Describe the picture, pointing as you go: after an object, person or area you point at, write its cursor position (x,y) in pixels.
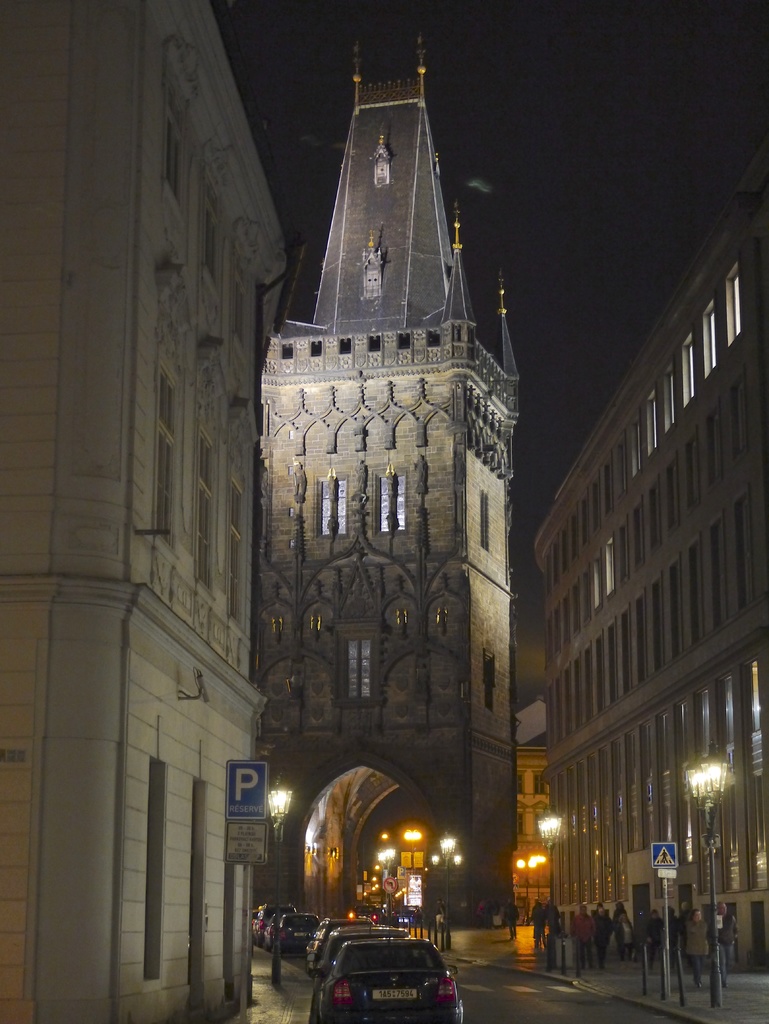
In this image I can see few vehicles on the road (526,1004), I can also see few boards (255,788) which are in blue color attached to the pole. Background (281,515) I can see few persons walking and buildings (281,530) in cream and brown color.
